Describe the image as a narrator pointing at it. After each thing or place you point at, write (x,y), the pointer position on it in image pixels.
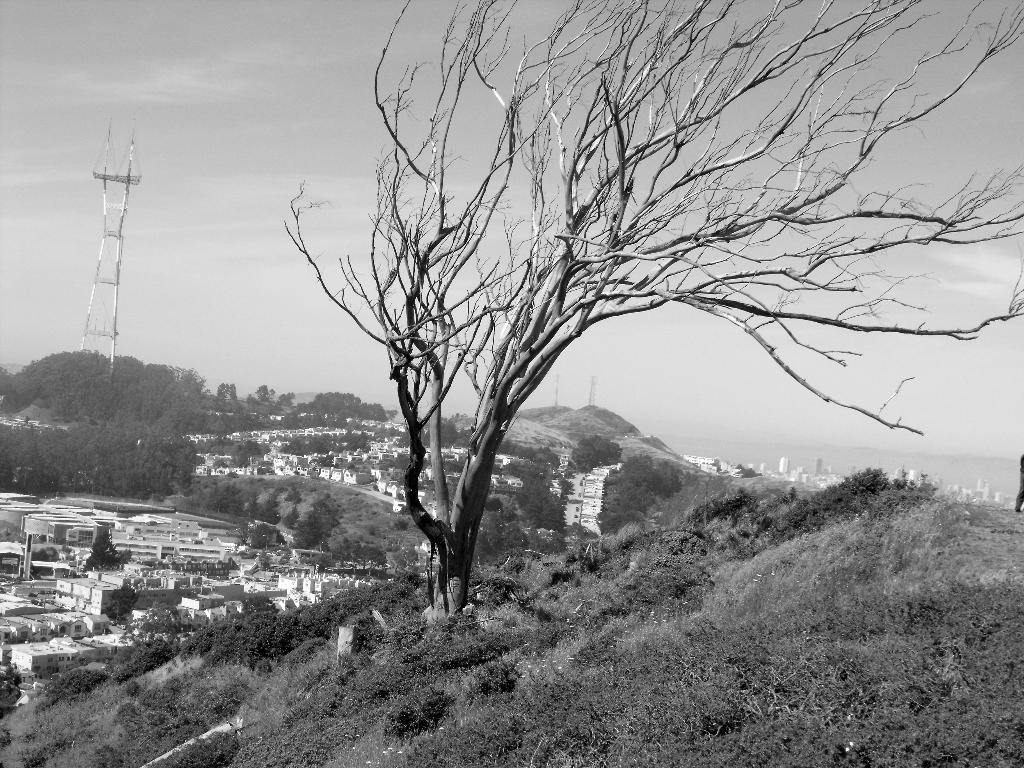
In this picture we can see trees (491,515) and plants (485,689), here we can see buildings (587,495), electric poles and we can see sky (444,407) in the background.
